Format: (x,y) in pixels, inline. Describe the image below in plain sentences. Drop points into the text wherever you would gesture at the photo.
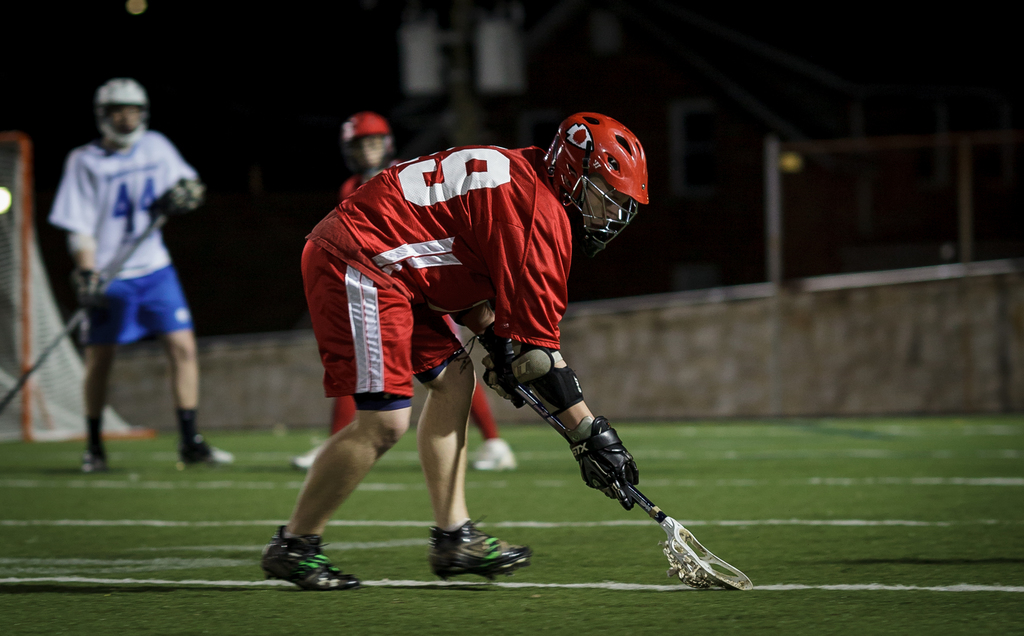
In this image few people (296,515) are on the grassland (194,505). Front side of the image there is a person (496,310) wearing a helmet (577,187). He is holding an object (694,543) in his hand (615,452). He is wearing gloves (592,457). Left side (133,157) there is a person (112,201) standing on the grassland (87,512). Behind him there is a goal net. Behind there is a wall (660,346) having a fence (785,208). Background (884,151) is blurry.
